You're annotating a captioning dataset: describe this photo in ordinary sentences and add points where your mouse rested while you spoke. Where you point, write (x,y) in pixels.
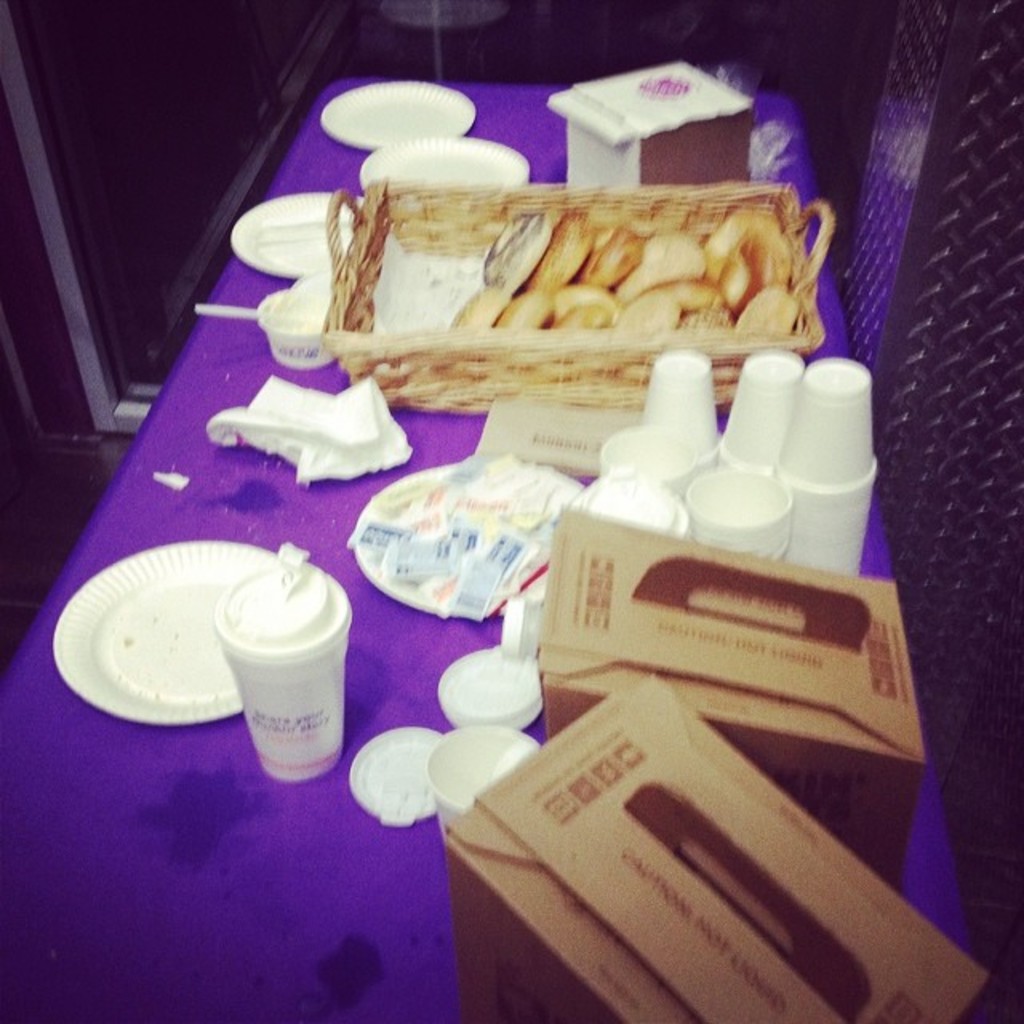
In this image, we can see some snacks (686,278) in the basket (374,337) and there are boxes (541,671), cups (284,555), plates (408,483), papers (422,501) and some objects (372,539) on the table (98,773). In the background (874,156), there are stands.
